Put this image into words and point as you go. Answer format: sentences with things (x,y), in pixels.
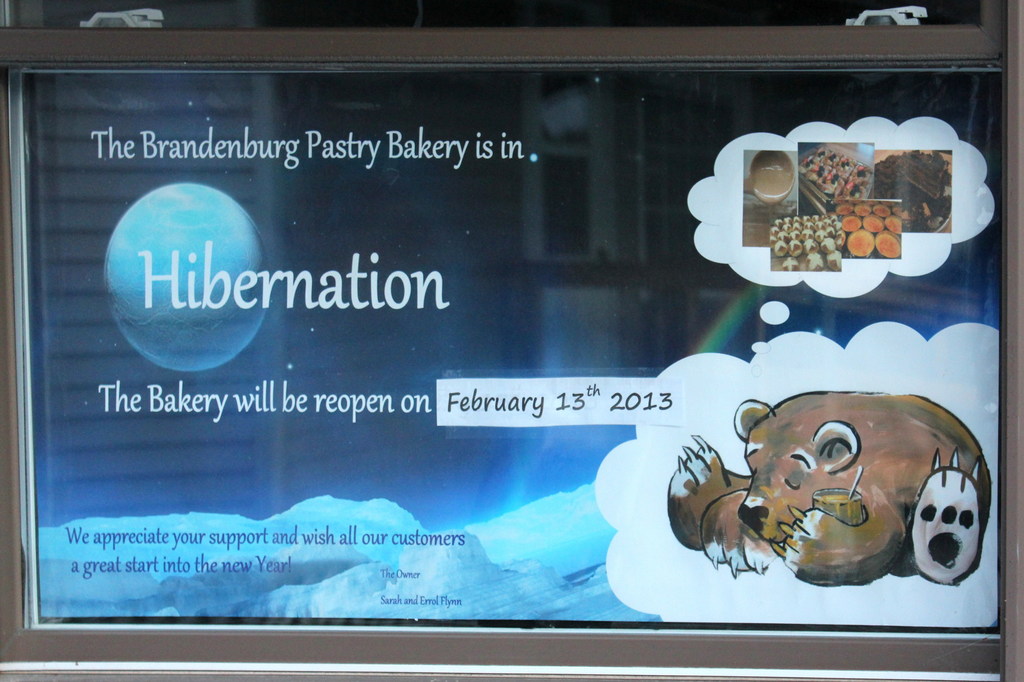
This image consists of a screen (911,543). On the screen (161,429) I can see some text (198,289) and images (822,447) of an animal (777,455) and some food items (825,173).
